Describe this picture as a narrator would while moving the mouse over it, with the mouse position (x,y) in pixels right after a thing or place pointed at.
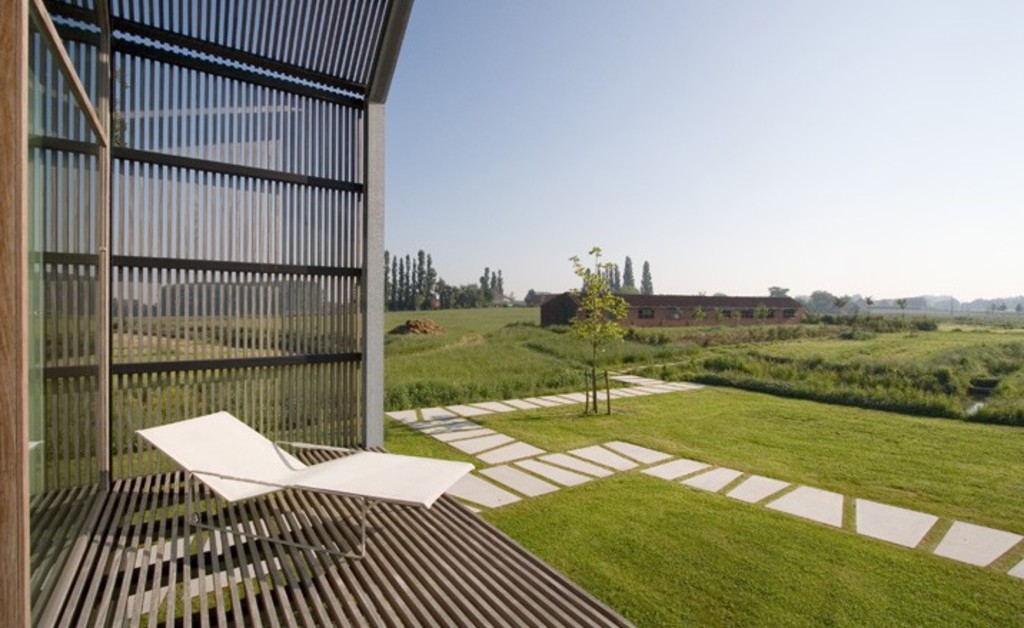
In the picture we can see a grass surface (762,561) on it, we can see some tiles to the path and some plants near it and in the background (870,312), we can see a grass plant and houses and behind it we can also see a tree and a sky (1000,140).
